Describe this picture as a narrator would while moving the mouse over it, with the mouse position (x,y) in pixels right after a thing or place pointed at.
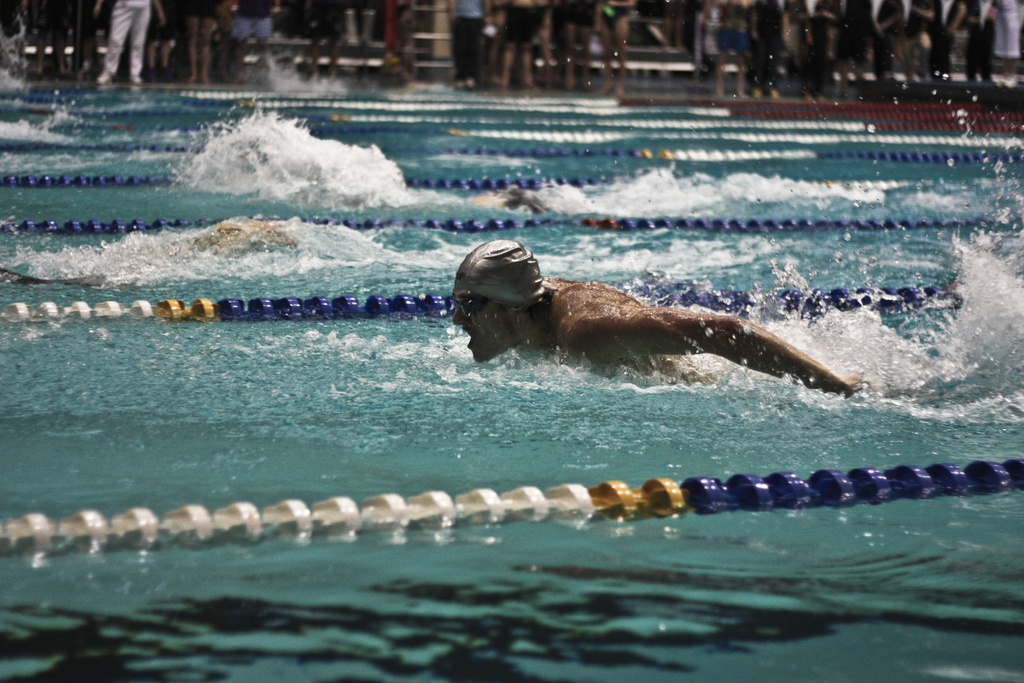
Here in this picture we can see a group of people (459,320) swimming in a pool (318,249), which is filled with water (45,443) over there and in the front (495,305) we can see the person (511,317) is wearing cap (497,286) and goggles (479,298) on him and in the far we can see number of people (324,27) standing and watching them.
